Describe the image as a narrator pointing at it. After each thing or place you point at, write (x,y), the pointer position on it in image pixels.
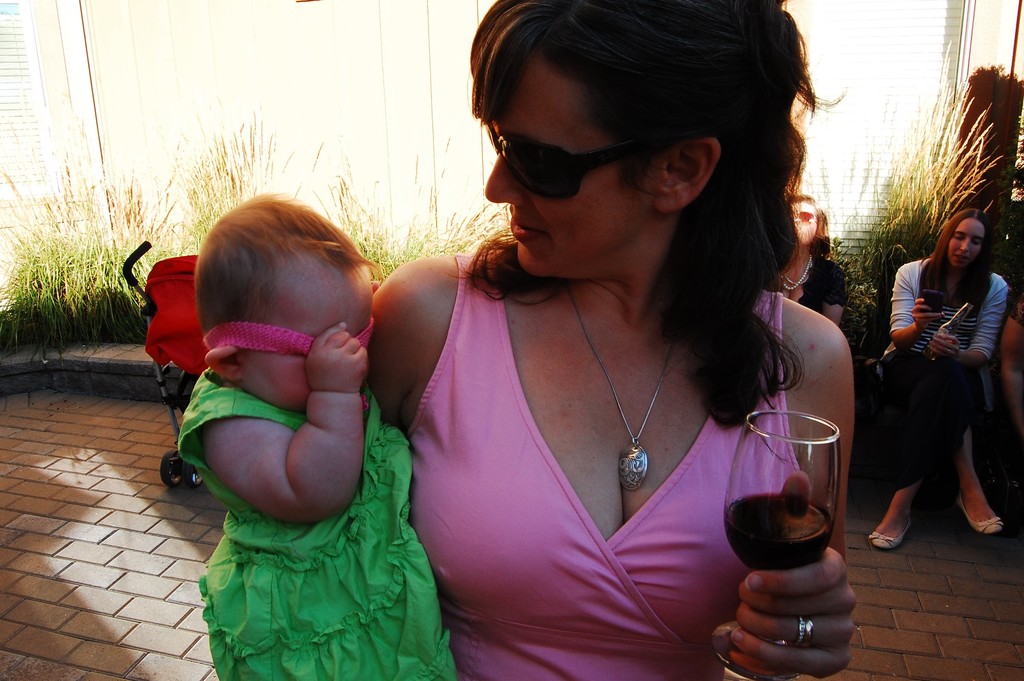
In this image we can see a lady (722,358) carrying a baby (341,346), she is holding a glass (832,500) of drink (825,531), there are few other people (931,364) sitting on the platform (872,421), there is a stroller (200,349), and the grass (948,145), also we can see the wall (246,75).
